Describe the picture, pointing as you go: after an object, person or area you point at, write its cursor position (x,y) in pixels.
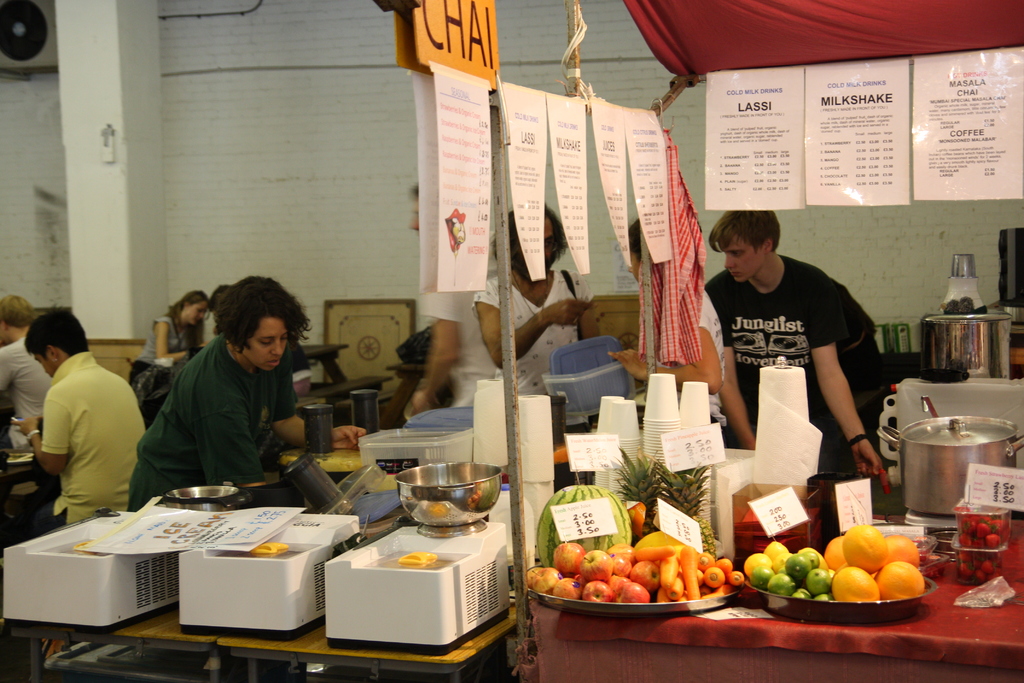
In this image I can see people (285,320) where few are sitting and few are standing. I can also see a few white colour things (302,555), number of glasses (704,405), tissue rolls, few plates (571,602), few utensils (951,470) and in these plates (815,608) I can see number of fruits (653,590). I can also see white color boards (530,232) and on these boards (982,163) I can see something is written. I can also see a carrom board (378,345) in background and here I can see a table (338,396).
